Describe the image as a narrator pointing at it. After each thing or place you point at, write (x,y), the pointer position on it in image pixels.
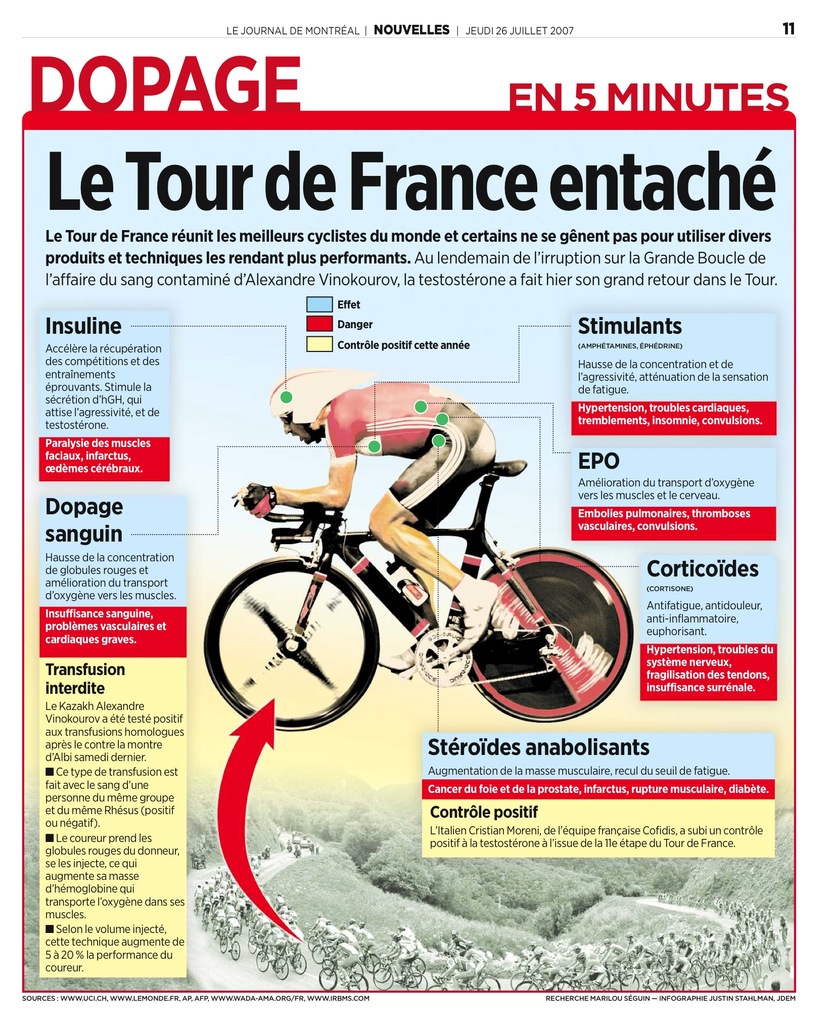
In this picture we can see a poster (659,926), there are some people (238,899) riding bicycles (248,909) at the bottom (259,914), we can see a bicycle (497,465) and a person (491,608) in the middle (406,432), there is some text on this poster (517,240).
